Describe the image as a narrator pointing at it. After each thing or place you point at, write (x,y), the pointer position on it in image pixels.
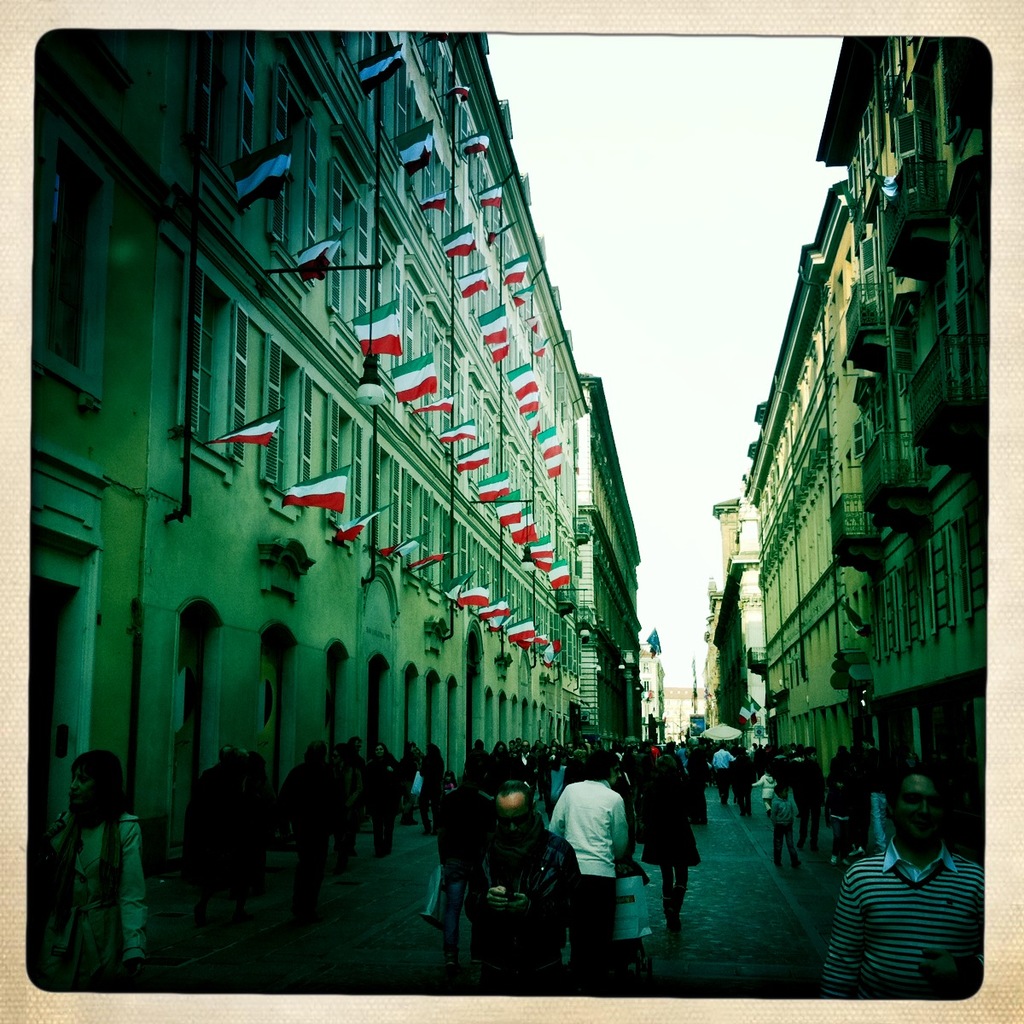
This is a picture with the borders (1012,482), in this image there are buildings (251,569), flags (519,374) and poles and there are some people (629,752) walking. At the bottom (734,891) there is road (750,867), at the top (617,190) there is sky (621,374).
